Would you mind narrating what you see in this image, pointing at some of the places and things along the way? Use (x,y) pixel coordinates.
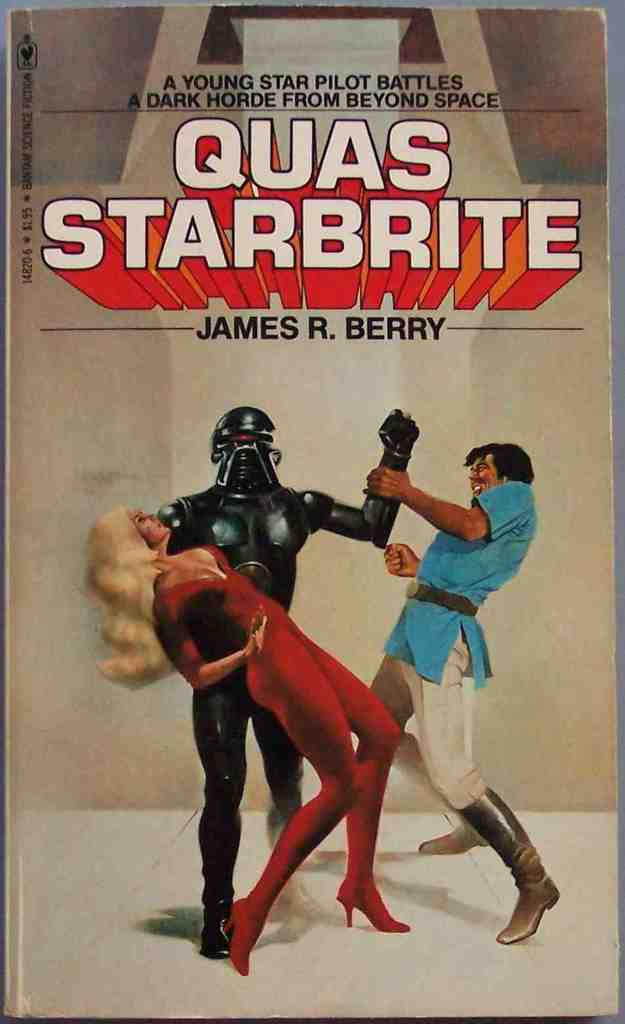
In this picture we can see a poster (200,707), here we can see people (490,584) and some text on it.
